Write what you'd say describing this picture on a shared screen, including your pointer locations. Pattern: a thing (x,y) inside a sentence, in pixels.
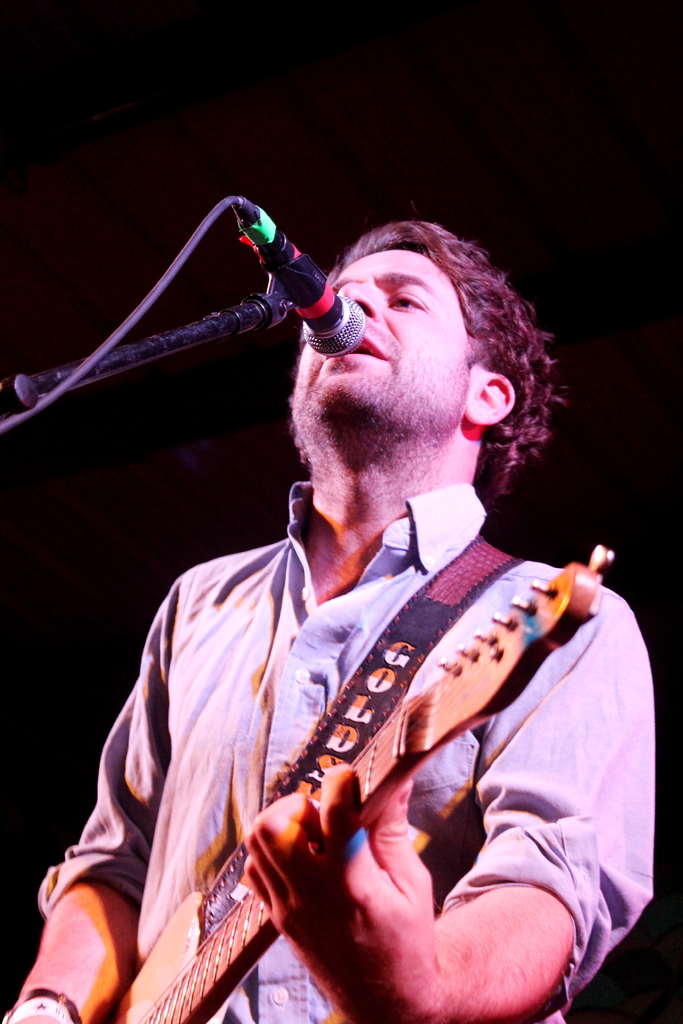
In the picture a man (468,608) is standing and playing the guitar (149,991) he is also singing a song there is a mic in front of him, in the background (225,134) it is black color.
